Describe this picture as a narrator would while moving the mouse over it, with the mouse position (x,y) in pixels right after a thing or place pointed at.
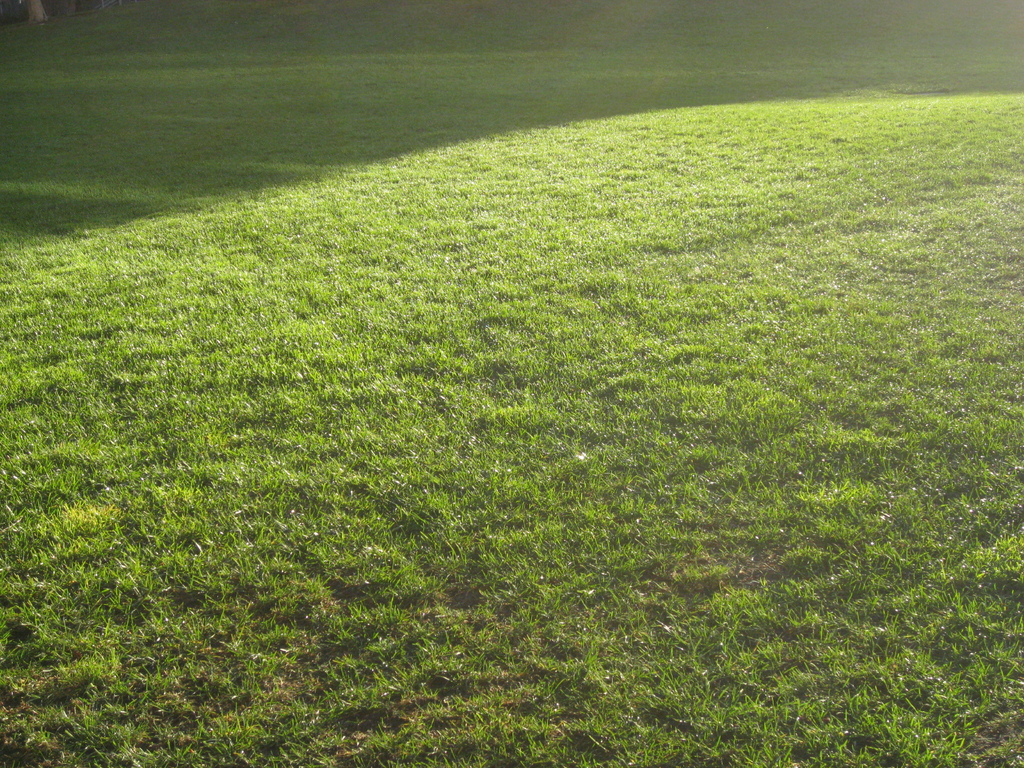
In this image I can see the grass (648,255) in green color.
